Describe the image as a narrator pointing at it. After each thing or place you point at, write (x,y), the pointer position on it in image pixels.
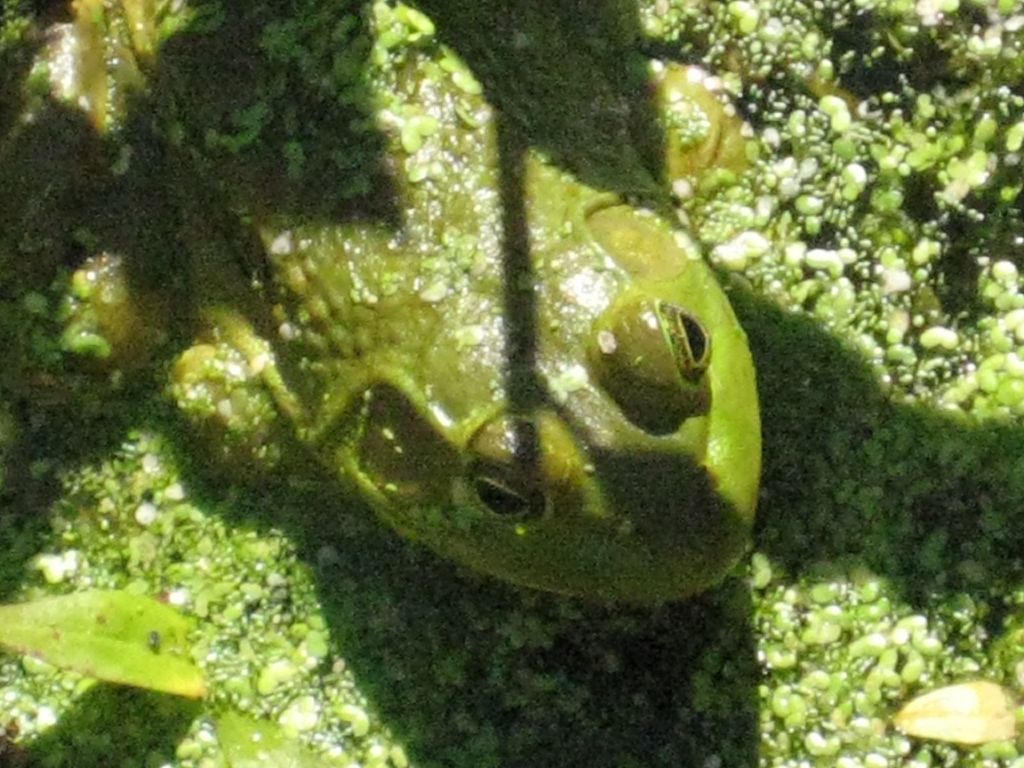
In this picture I can see a frog (375,389) in the water (433,729) and I can see few water plants (431,658).
